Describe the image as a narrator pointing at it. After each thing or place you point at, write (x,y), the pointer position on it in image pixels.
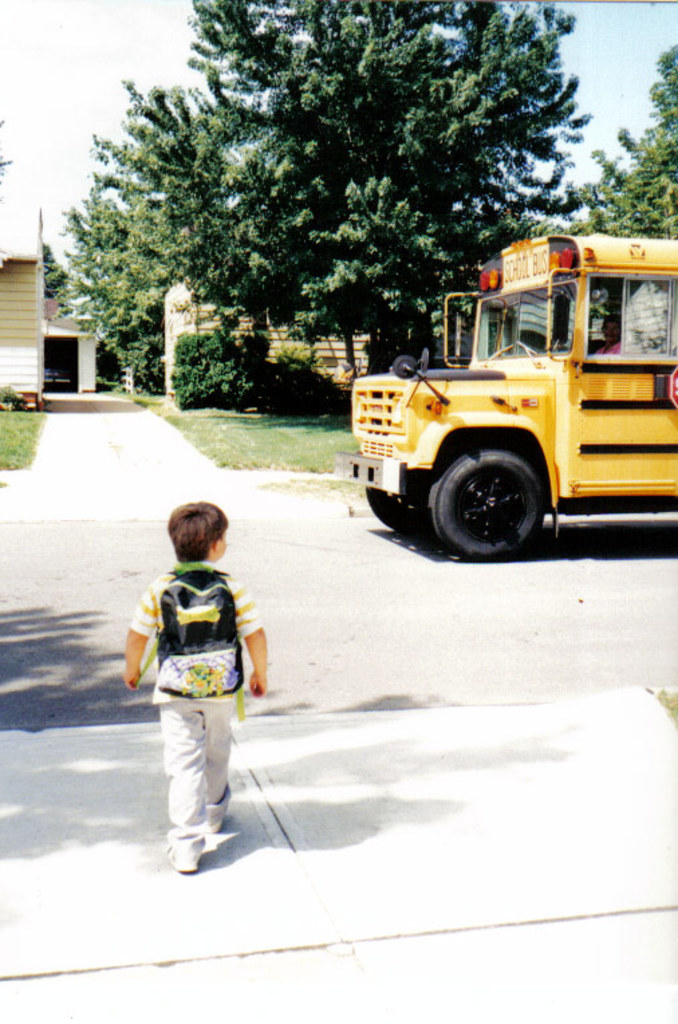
In this image we can see a person (199,528), vehicle (485,500), road (281,654) and other objects (225,582). In the background of the image (310,263) there is a building (25,261), trees (307,221), sky (18,168), grass (253,426), walkway (92,436) and other objects (270,378). At the bottom of the image (396,893) there is the floor (363,946).
